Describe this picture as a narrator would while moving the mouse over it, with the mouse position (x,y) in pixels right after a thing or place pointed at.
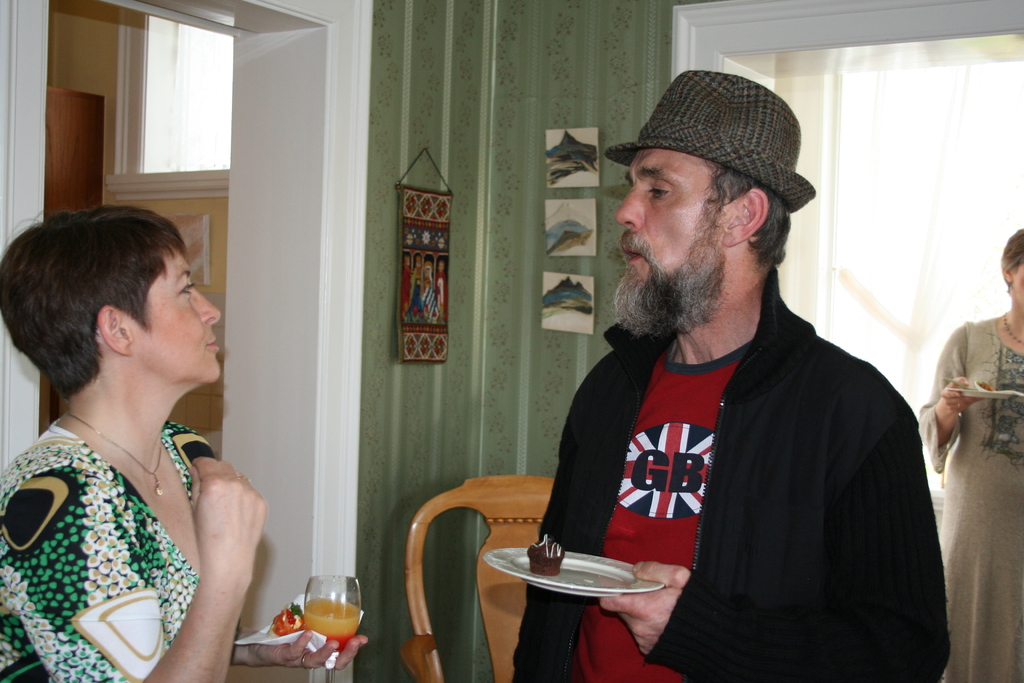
This picture describes about three people (588,418) in the left side of the given image a woman (98,522) holding a glass (325,615) in her hand (304,655), in the middle of the given image a man (572,434) holding a plate (566,572) with his hands (662,600), In the background (513,538) we can see some paintings (550,222), chair (502,529) and curtains (933,190).
